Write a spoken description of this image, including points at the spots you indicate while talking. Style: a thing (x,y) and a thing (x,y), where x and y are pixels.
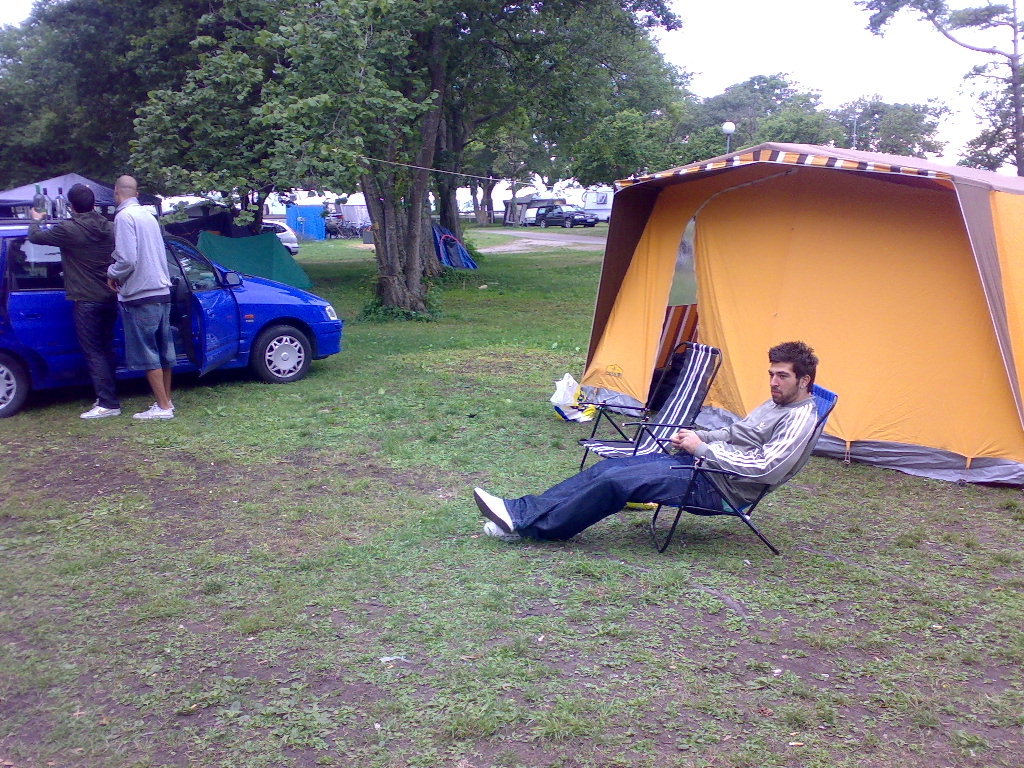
In the image there is a man (682,461) sitting on a chair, behind him there is a tent (878,401) and on the left side (191,309) there is a car (175,250) and in front of the car (201,312) there are two men (62,227), there are some bottles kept on the car (175,263) and beside the car (186,309) there are trees (358,168) and in the background (555,206) there are some vehicles (537,206).
